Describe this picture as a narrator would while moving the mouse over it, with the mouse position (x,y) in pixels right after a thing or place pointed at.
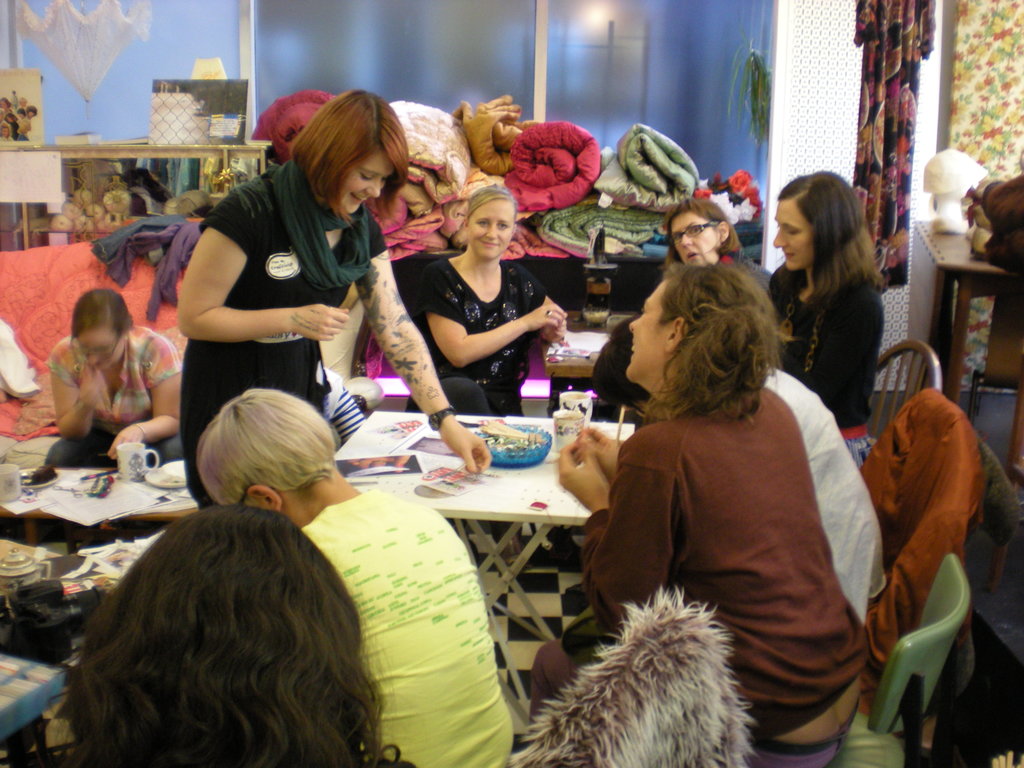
In this image a woman (270,318) wearing a black shirt (253,297) and scarf (324,255) is standing in between the tables (493,491). Few persons (402,658) are sitting on the chairs (882,478). A woman (129,430) is sitting on sofa (166,313) having few clothes (117,270) on it. Before her there is a table (106,480) having a cup (128,460), paper (153,488), plate (157,475) on it. There is a table (509,508) having a bowl (528,440), few cups (562,412) and papers (448,484) on it. Behind them there is a table (984,275) having few clothes (460,222) and few objects (27,126) on it.
